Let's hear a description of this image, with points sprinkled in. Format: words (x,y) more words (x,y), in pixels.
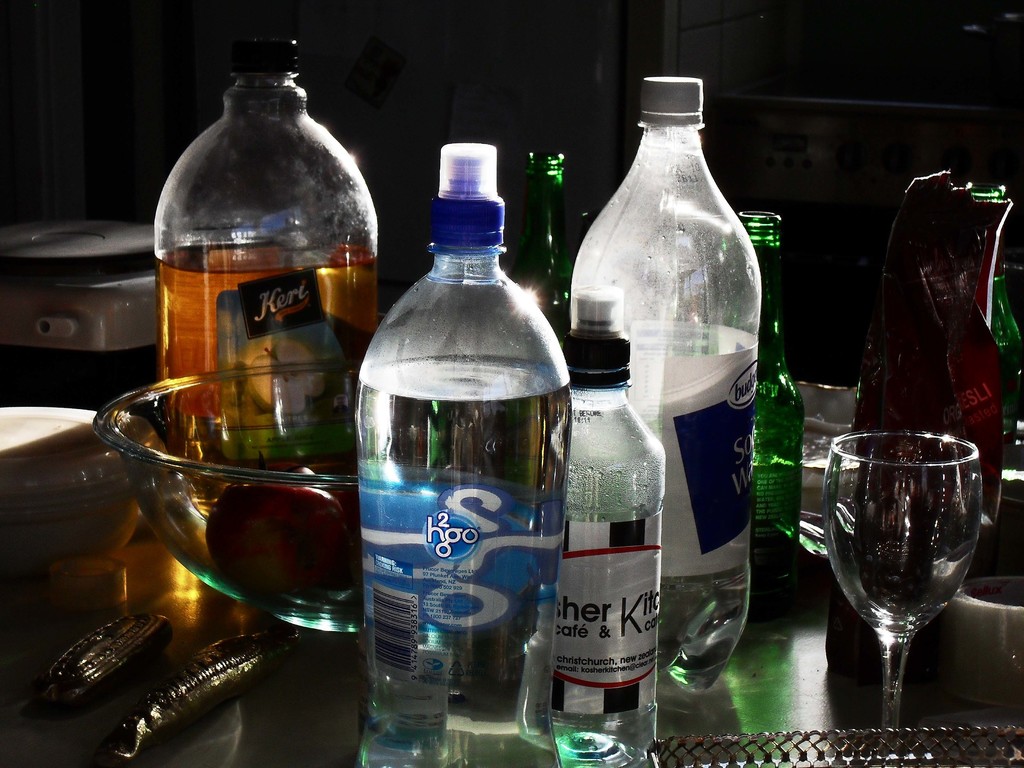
In the right (947,479) its a wine glass (953,480) and here it's a water bottle (509,631) behind it is a soda bottle (675,80) and a bowl (215,561) and it's a big juice bottle (273,443).
